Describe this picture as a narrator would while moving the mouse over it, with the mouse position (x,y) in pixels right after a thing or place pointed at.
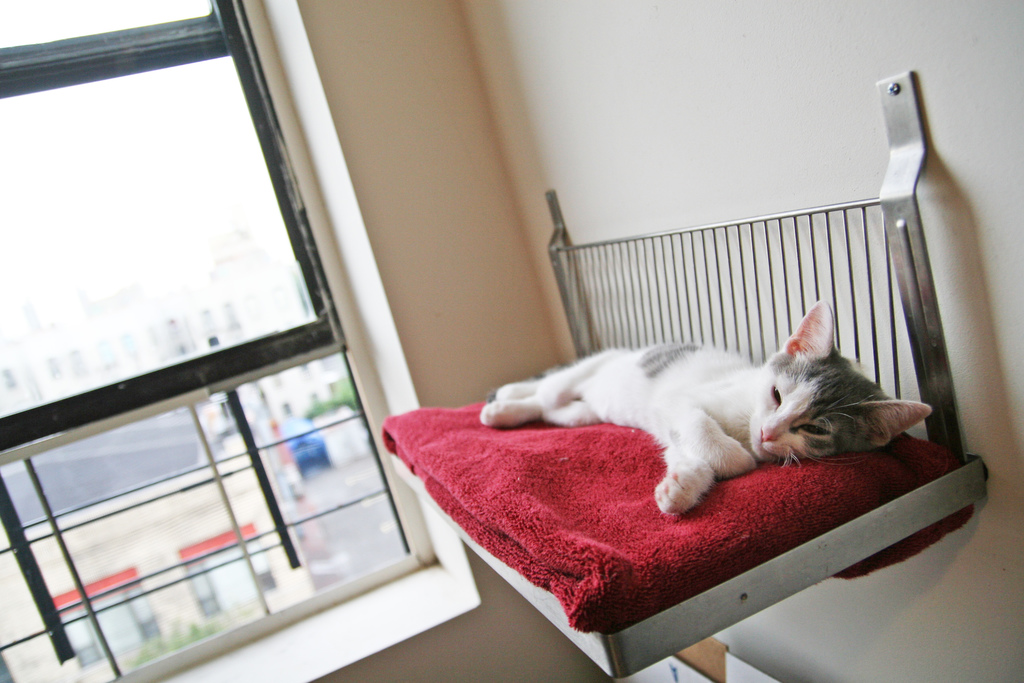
As we can see in the image, there is a house (160,477) and a cat (719,390) sleeping on red color cloth (554,508).
